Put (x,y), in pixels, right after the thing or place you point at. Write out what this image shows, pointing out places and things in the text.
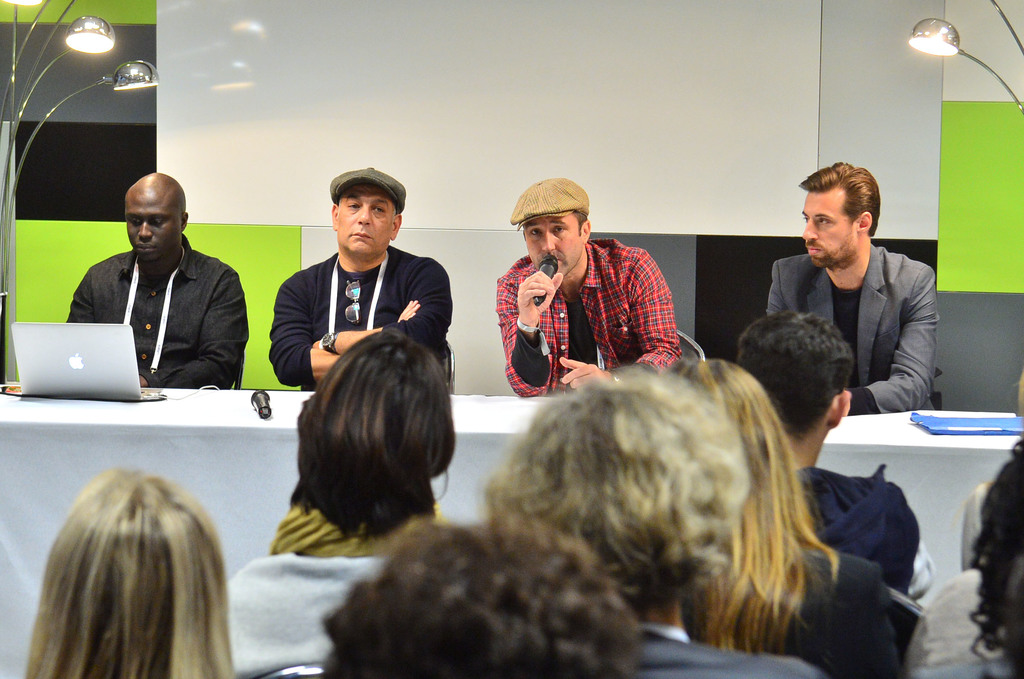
The person (617,288) wearing red is sitting and speaking in front of a mic (550,263) and there are some other person (357,267) sitting besides him and there are group of people (539,508) in front of him.
